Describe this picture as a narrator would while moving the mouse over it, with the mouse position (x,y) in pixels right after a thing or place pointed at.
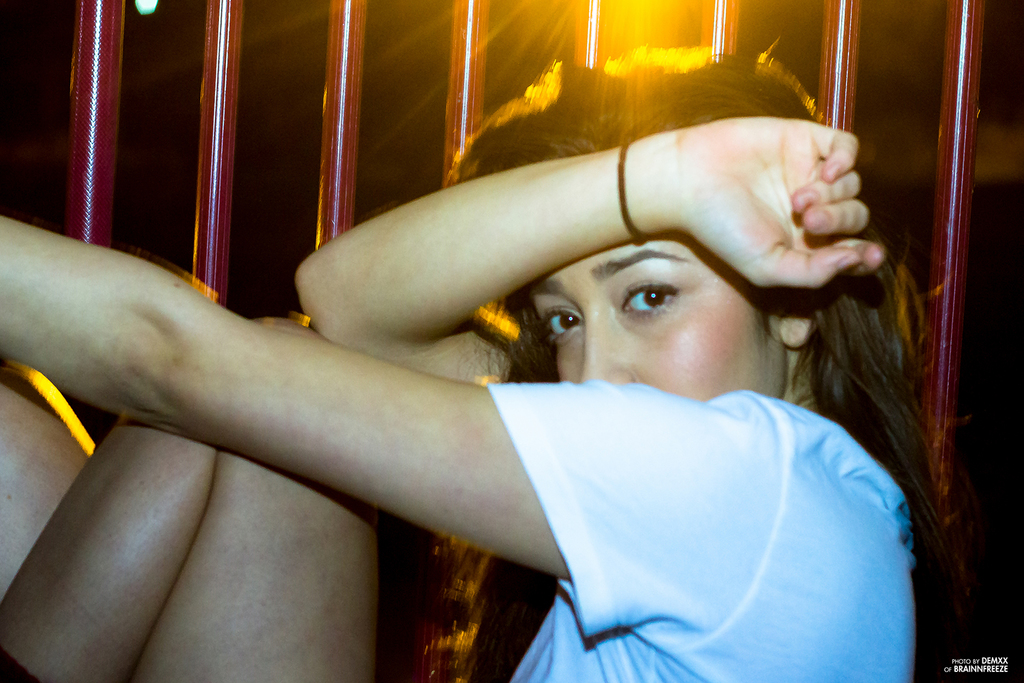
In this image there is a girl (590,597) sitting beside the railing (969,44) where we can see light (506,40) flashing from the top, also there is a watermark (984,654) at the bottom of image (961,672).
